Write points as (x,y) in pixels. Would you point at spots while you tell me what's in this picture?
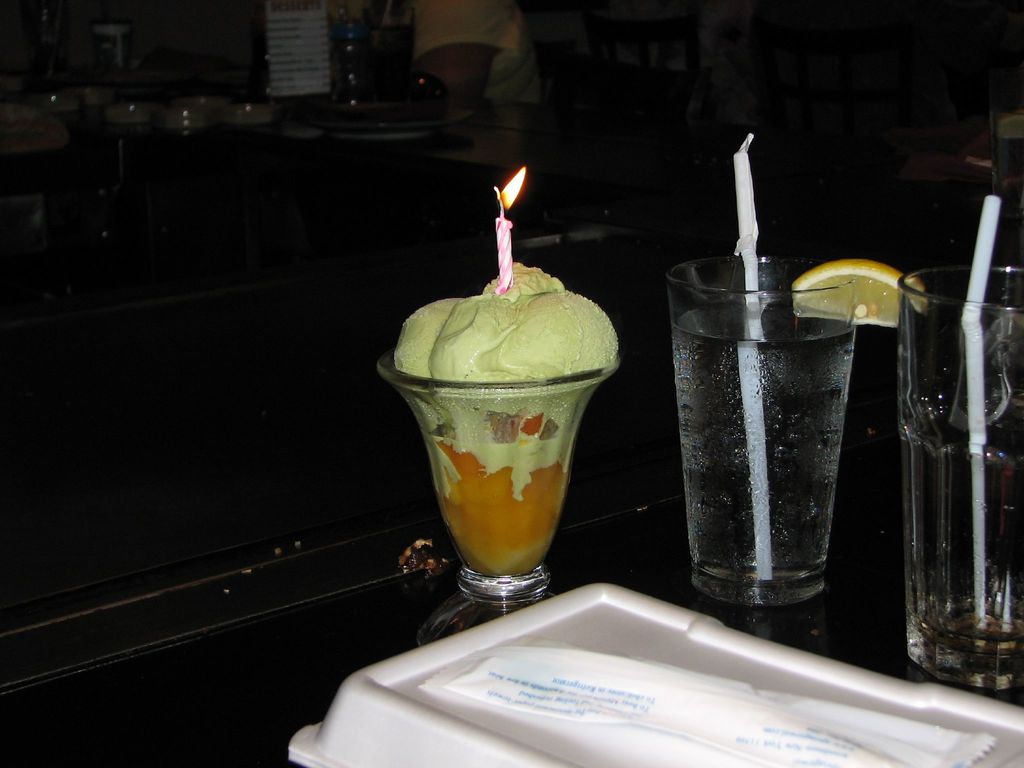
In this image I can see three glasses (535,481), a candle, two straws (747,239) and in the one glass (437,471) I can see food (565,401). On the bottom side of this image (581,619) I can see two white colour things (640,614). On the top side of this image (511,24) I can see one person (499,20) and I can also see this image is little bit in dark.
